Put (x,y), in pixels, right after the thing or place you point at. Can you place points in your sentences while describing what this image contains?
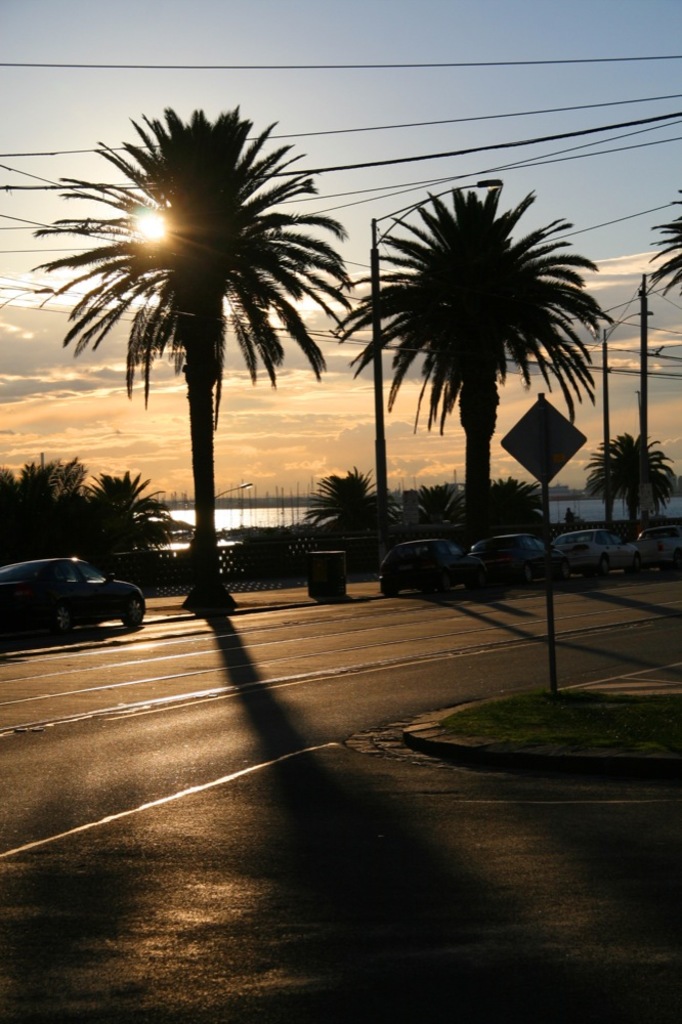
In this picture I can see trees (462,495) and a sign board (536,472) to the pole (547,524) and I can see few poles (644,413) and I can see few cars (75,558) on the road (375,630) and I can see water (174,514) and a cloudy sky (256,366) and I can see sunlight (137,217).
